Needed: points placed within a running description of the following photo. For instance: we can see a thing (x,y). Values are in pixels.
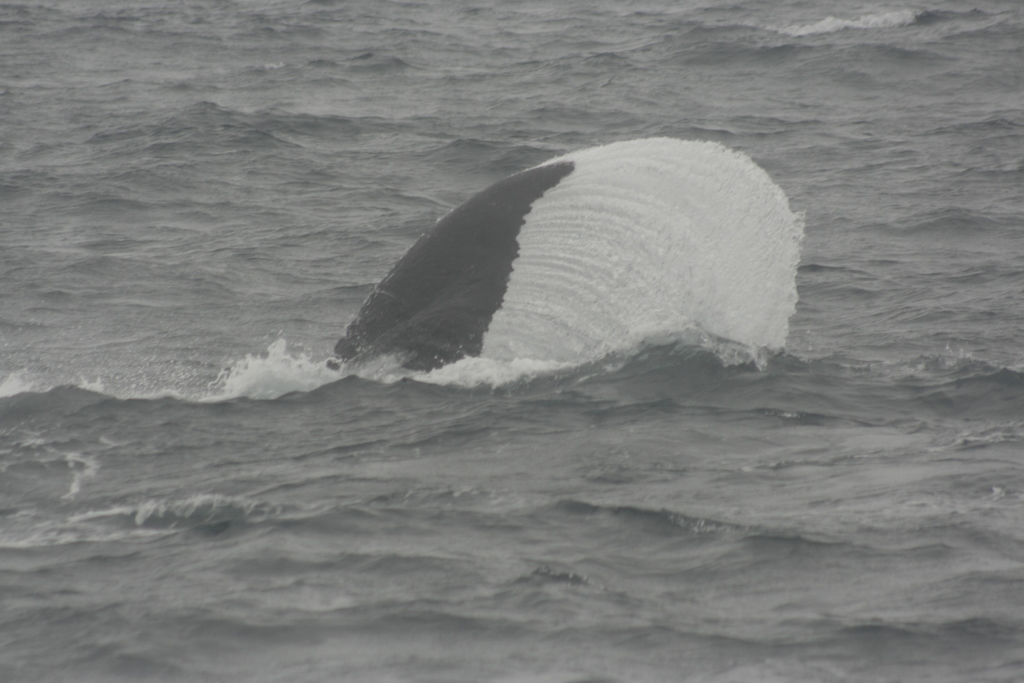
In this edited image, we can see a fishtail (415,342) in the water (391,544).
